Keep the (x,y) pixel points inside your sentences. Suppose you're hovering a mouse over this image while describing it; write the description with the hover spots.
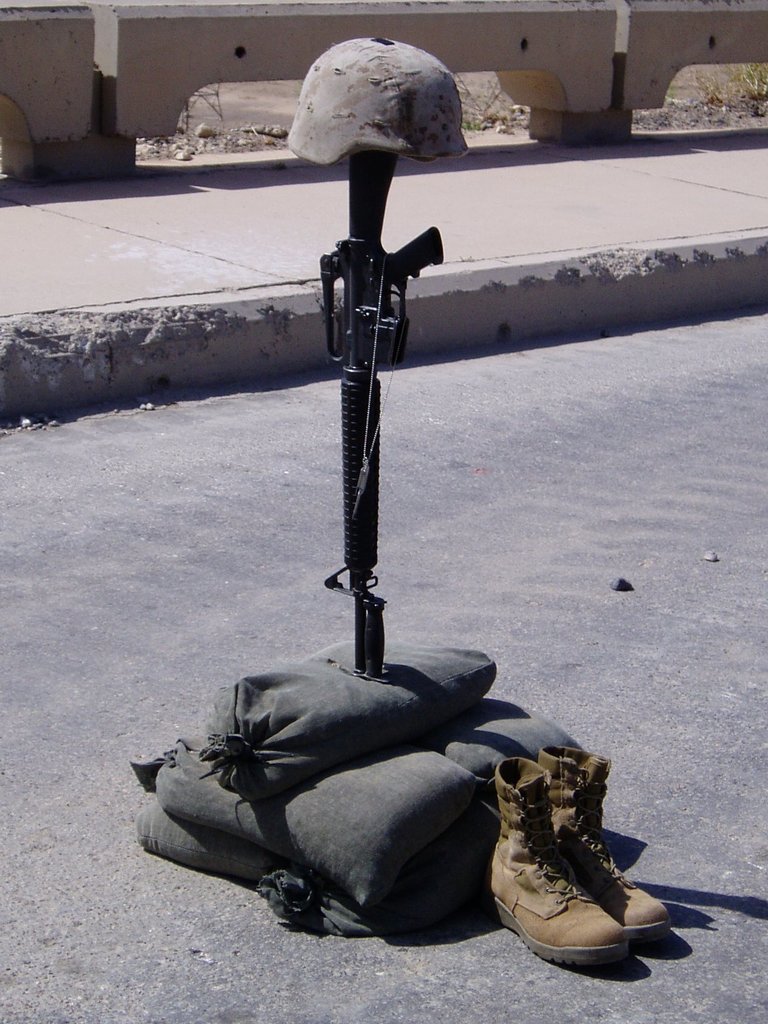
In this image we can see some bags (277,815) on the road (426,976) and on the bags (397,708) we can see a black color object (371,267). We can also see a pair of shoes (583,902). In the background (156,294) we can see the path (104,265) and also a barrier (62,45). We can also see some stones (235,138) and grass (704,83).
